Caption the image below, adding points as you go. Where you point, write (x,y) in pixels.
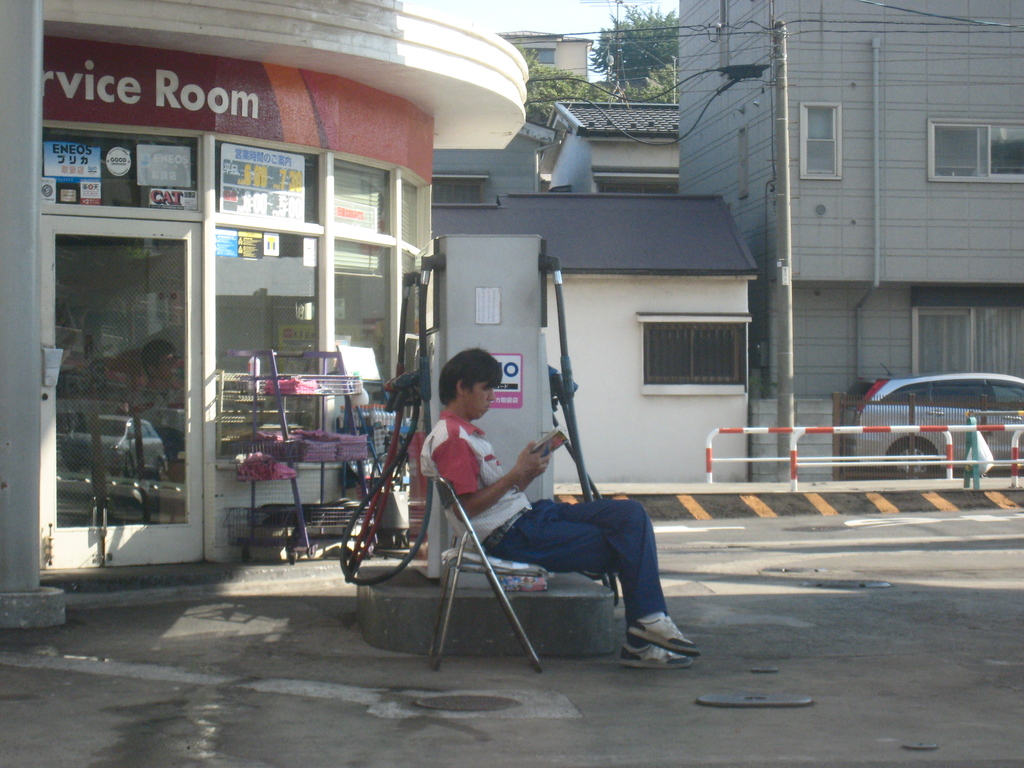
In the center of the image (462,365) there is a person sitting on a chair (525,634). In the background of the image (737,228) there are buildings (622,359). There is a car (874,395). In the bottom of the image (343,707) there is road (187,717).
